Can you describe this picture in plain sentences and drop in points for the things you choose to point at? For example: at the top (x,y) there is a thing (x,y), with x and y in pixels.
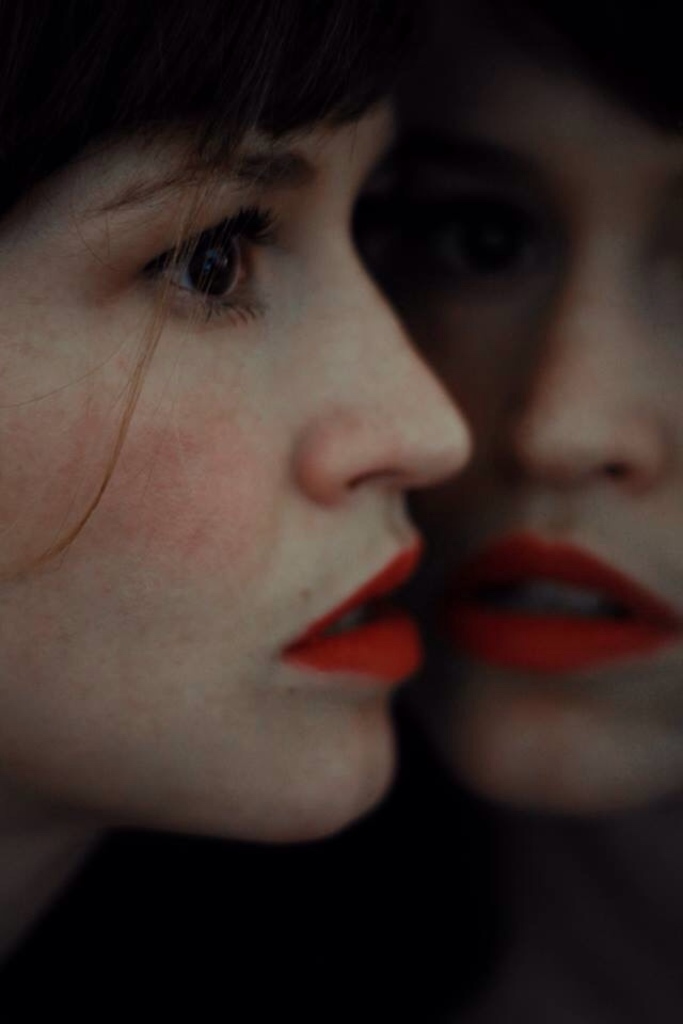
In the picture we can see a woman's face (232,449) on the mirror (563,894) with a same image (602,159).
